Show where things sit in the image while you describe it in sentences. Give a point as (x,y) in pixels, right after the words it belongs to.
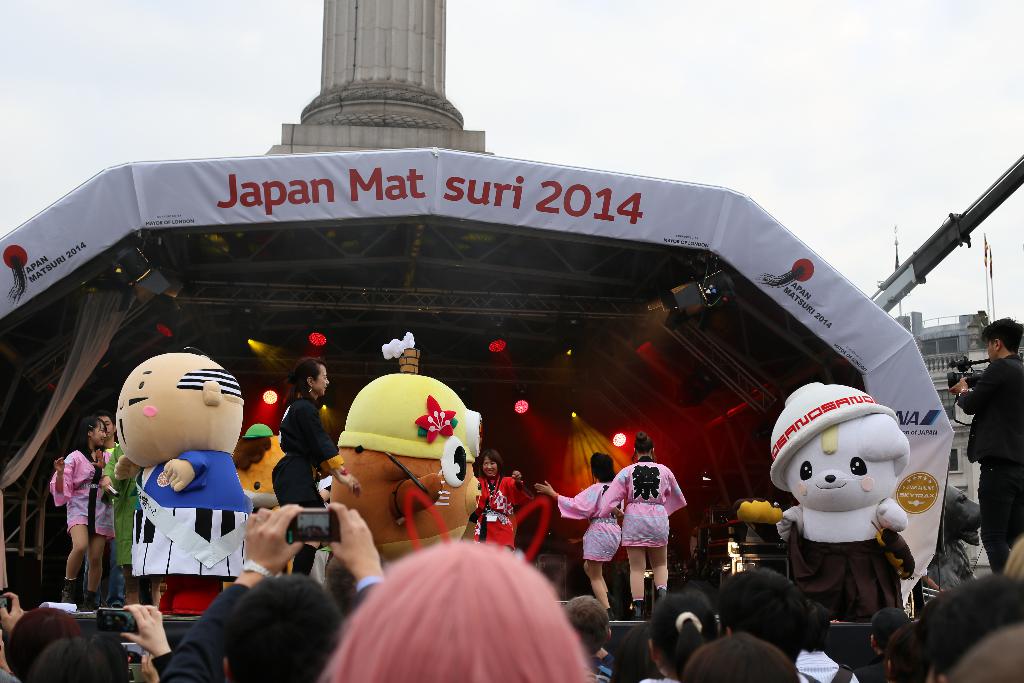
This image consists of many people (638,601). On the dais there are six women (615,492) dancing. In the front (199,440), there are three persons (474,419) wearing costume (866,511). In the background (406,225), there is a shed (677,364).
